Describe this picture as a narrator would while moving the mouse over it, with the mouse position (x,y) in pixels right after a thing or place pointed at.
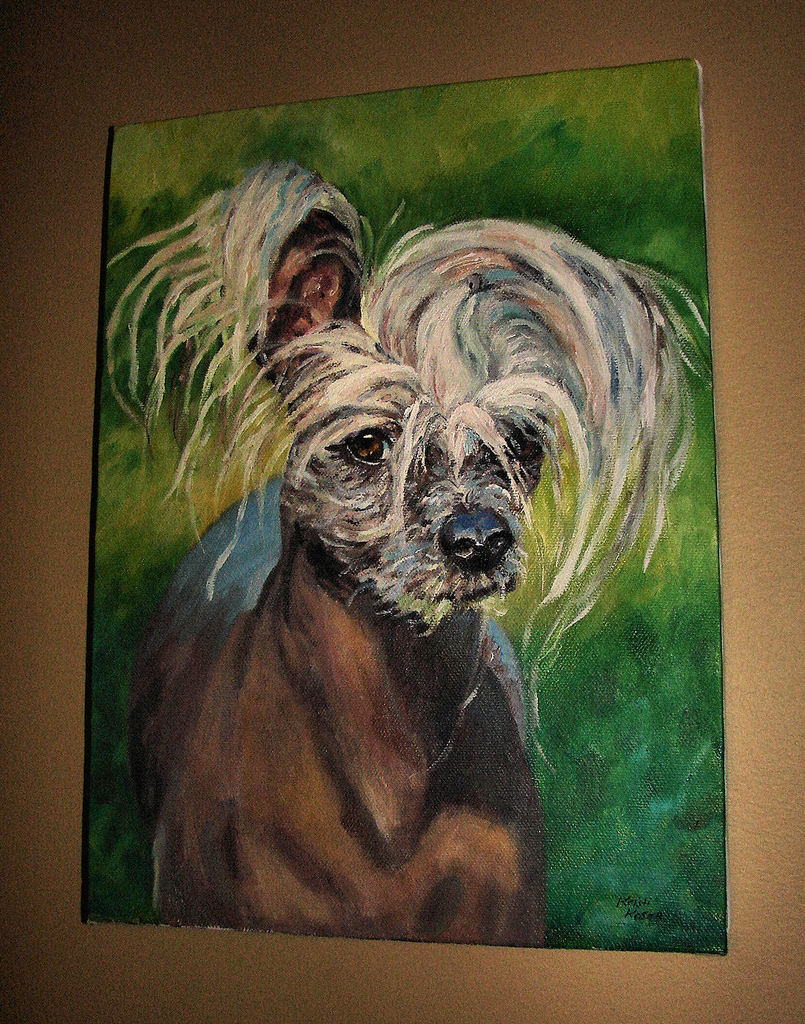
In this image I can see a frame (280,216) attached to the wall (200,45) and the wall (185,50) is in brown color, in the frame (356,423) I can see the painting (415,291) of a dog (436,431).
